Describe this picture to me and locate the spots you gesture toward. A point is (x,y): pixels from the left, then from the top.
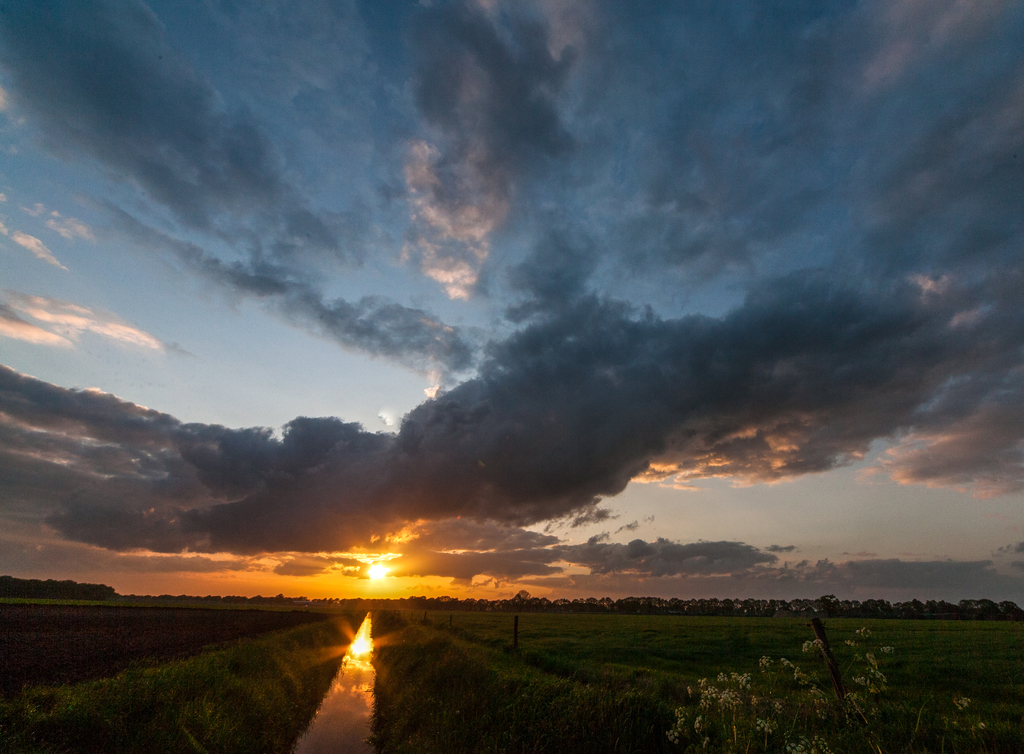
In this image we can see an agricultural farm (566,658) with grass (444,698) and water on the surface (421,680), in the lower part of the image the sun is setting and there are clouds (432,354) in the sky (348,362).
